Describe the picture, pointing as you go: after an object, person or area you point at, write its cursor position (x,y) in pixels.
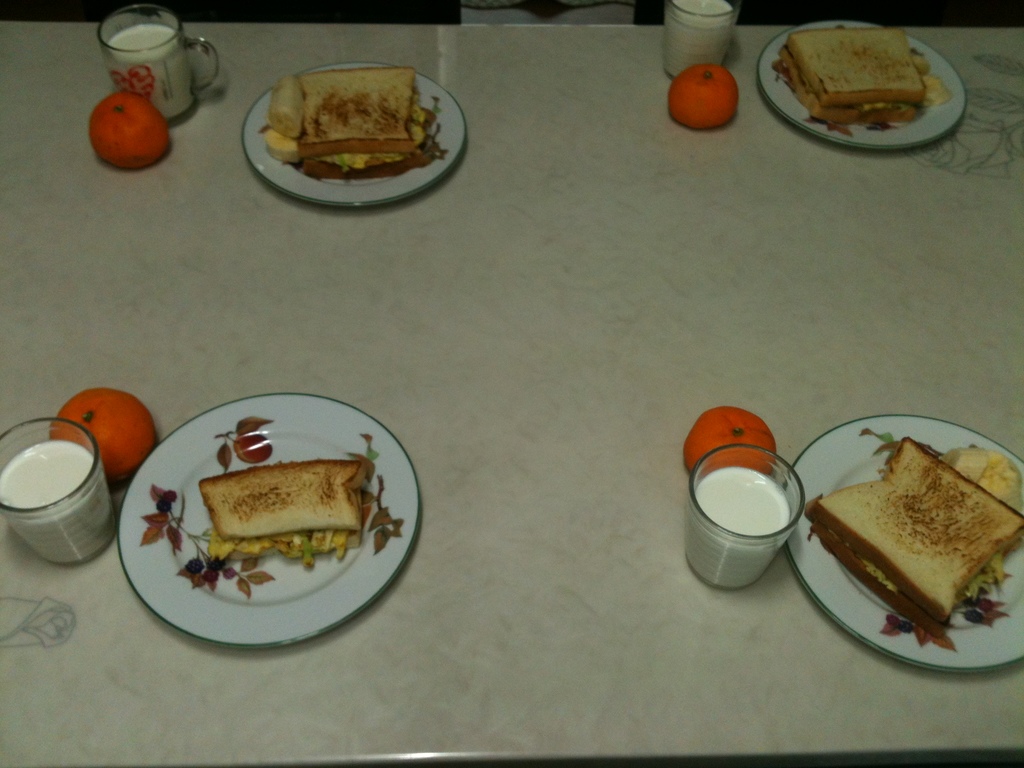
In this image I can see a dining table (538,326) and on the table (532,314) I can see few plates (862,144) with food items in them, few glasses (719,534) with liquids (711,488) in them and few fruits (138,154) which are orange in color.
